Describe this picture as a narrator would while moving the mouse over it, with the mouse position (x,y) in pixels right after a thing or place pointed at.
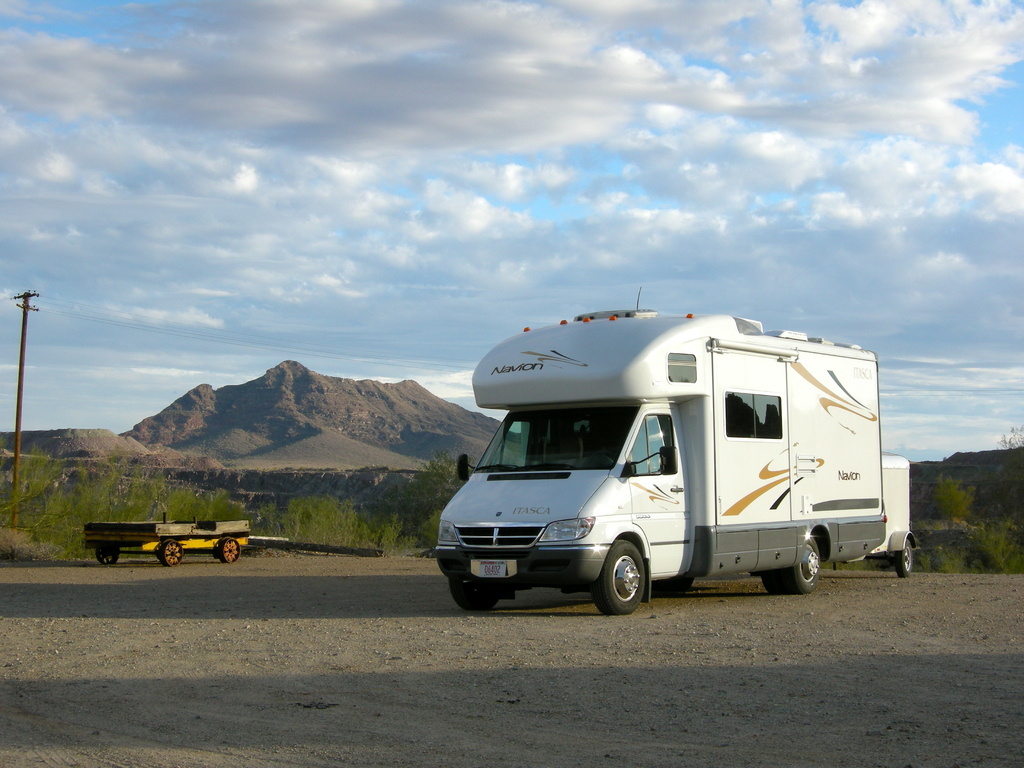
Here in this picture we can see a van (874,415) present on the ground (349,600) over there and beside that we can see a trolley (190,520) also present and we can see plants (292,527) present all over there and we can see an electrical pole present and in the far we can see mountains (473,433) present and we can see clouds (299,187) in the sky (292,198) over there.
